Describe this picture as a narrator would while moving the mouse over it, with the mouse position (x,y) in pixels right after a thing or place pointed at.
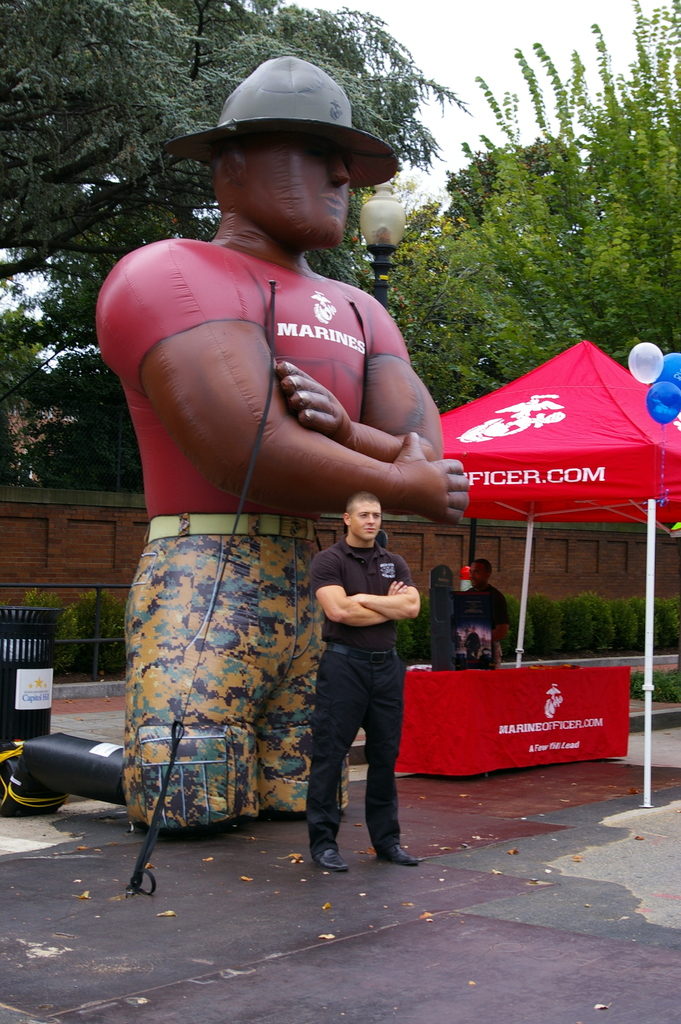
This image consists of a person's (394,622) wearing a black dress (380,632) is standing on the road (272,982). At the bottom (298,959), there is a road (310,888). Behind him, there is a mannequin (248,528) made up of balloon (225,427). In the background (499,398), there are trees (674,214) and tents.
